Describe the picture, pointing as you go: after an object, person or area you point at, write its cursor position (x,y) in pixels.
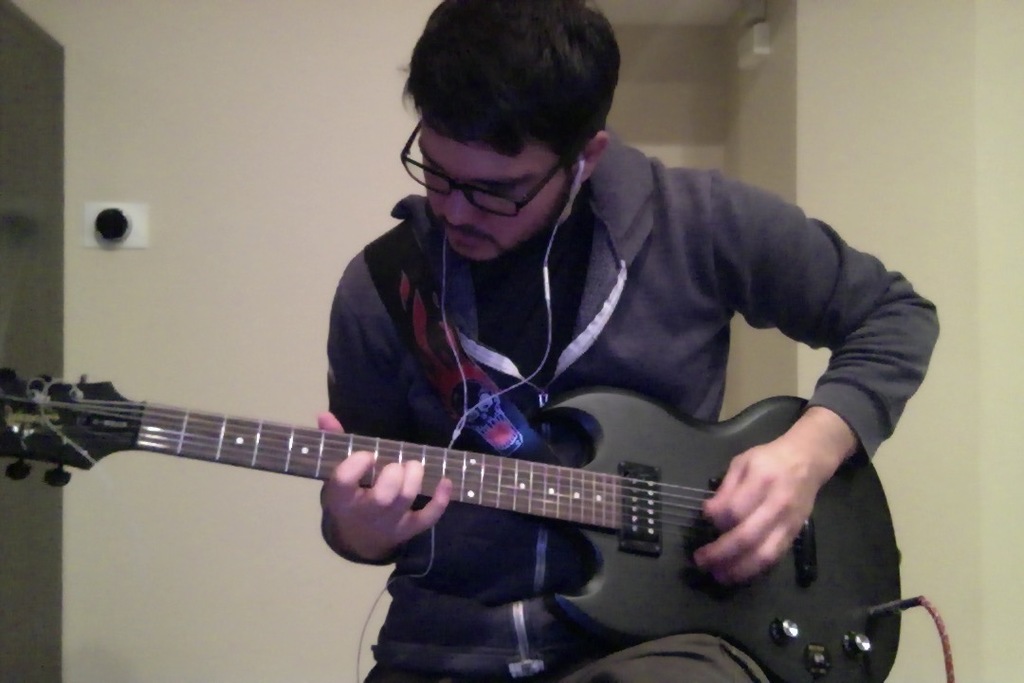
In this image I can see a person (347,460) playing the guitar (643,494).
